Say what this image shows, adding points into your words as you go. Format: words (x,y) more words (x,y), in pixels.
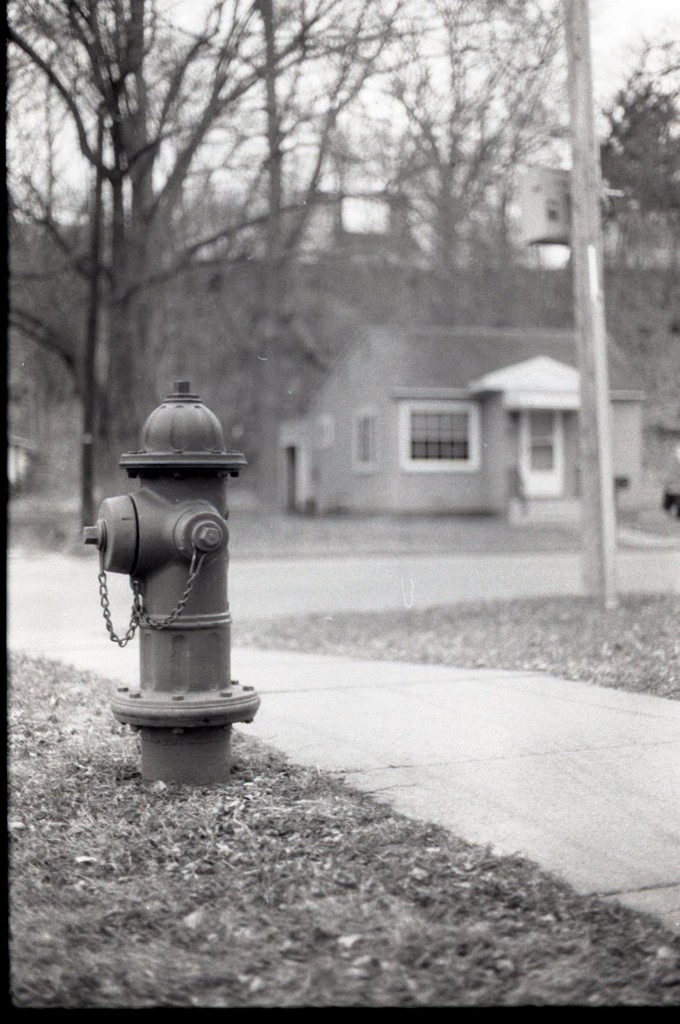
This is a black and white image, there is a fire hydrant (173,537) on the left side (164,665) in a garden (250,795), there is a home (546,374) at the background (470,352) with trees (420,174) behind it.
